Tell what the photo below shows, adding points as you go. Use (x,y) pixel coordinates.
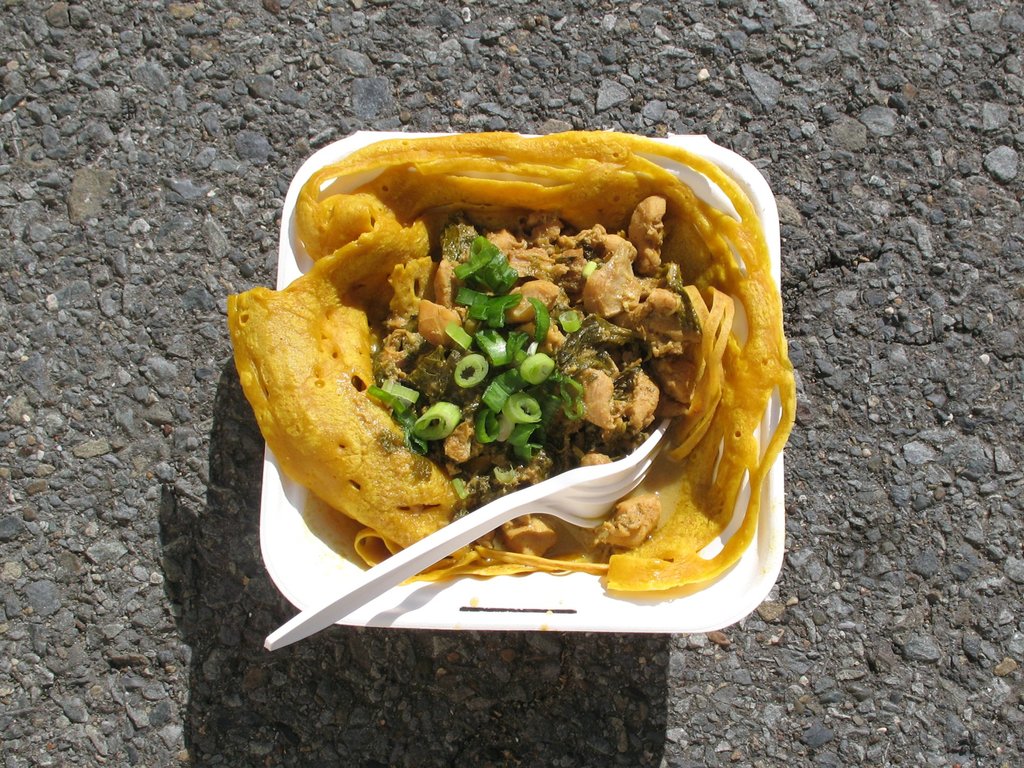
In this image we can see a serving bowl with food (560,386) and fork (585,490) in it.
